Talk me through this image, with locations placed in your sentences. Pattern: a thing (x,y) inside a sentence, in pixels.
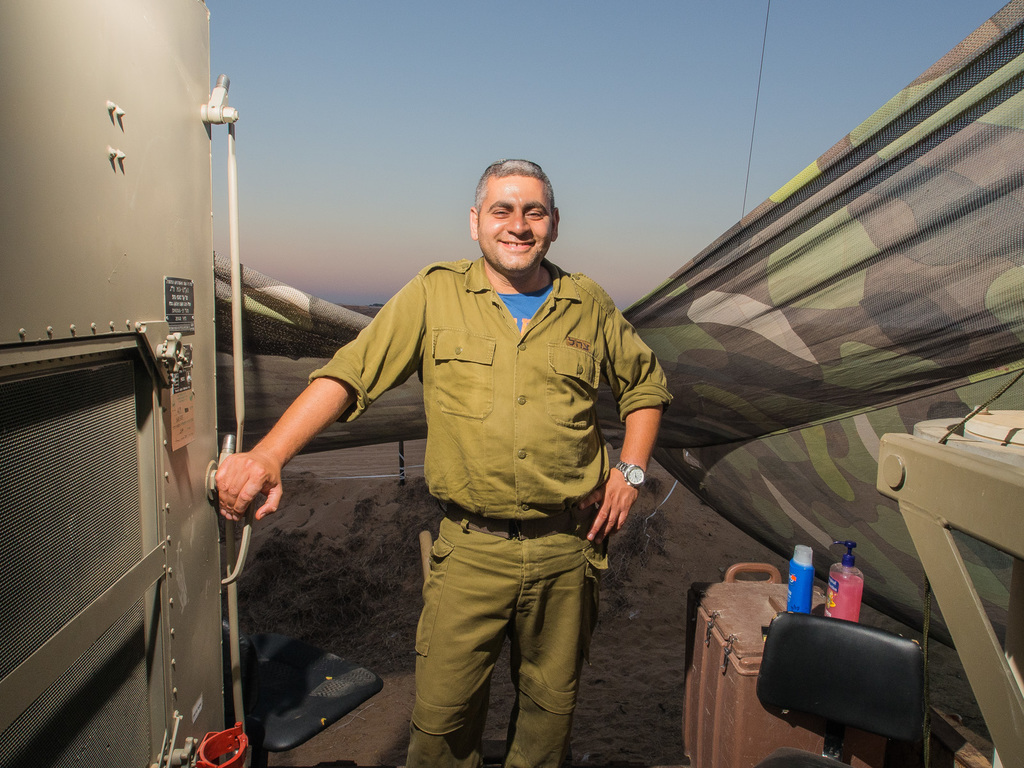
In this image there is a person (448,462) holding a door (131,290), there are bottles (797,602) on the box (760,653), a cloth (760,519) and the sky (574,209).
